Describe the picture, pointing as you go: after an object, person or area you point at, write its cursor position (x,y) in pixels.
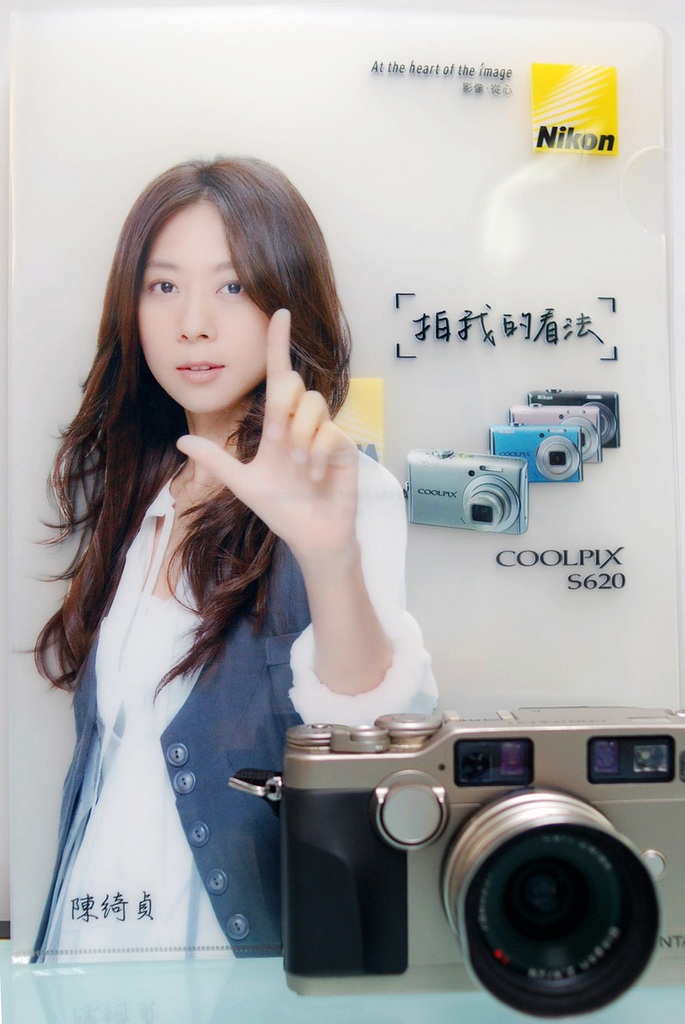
In this image there is a camera (572,758) on a table (191,975), in the background (14,519) there is poster (624,338), on that poster (639,504) there are cameras (495,498) and a lady (105,529) and there is some text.
